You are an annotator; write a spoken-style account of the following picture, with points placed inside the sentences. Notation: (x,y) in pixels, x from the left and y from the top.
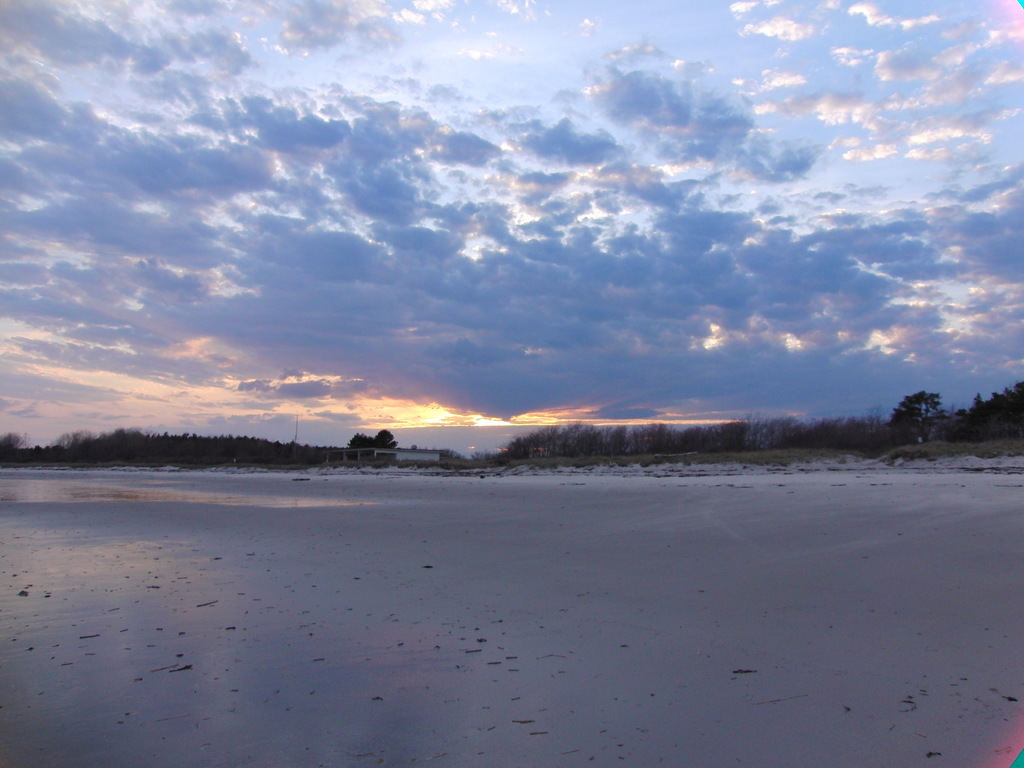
These are trees (639,449), this is sand (615,578) and a sky (650,210).
